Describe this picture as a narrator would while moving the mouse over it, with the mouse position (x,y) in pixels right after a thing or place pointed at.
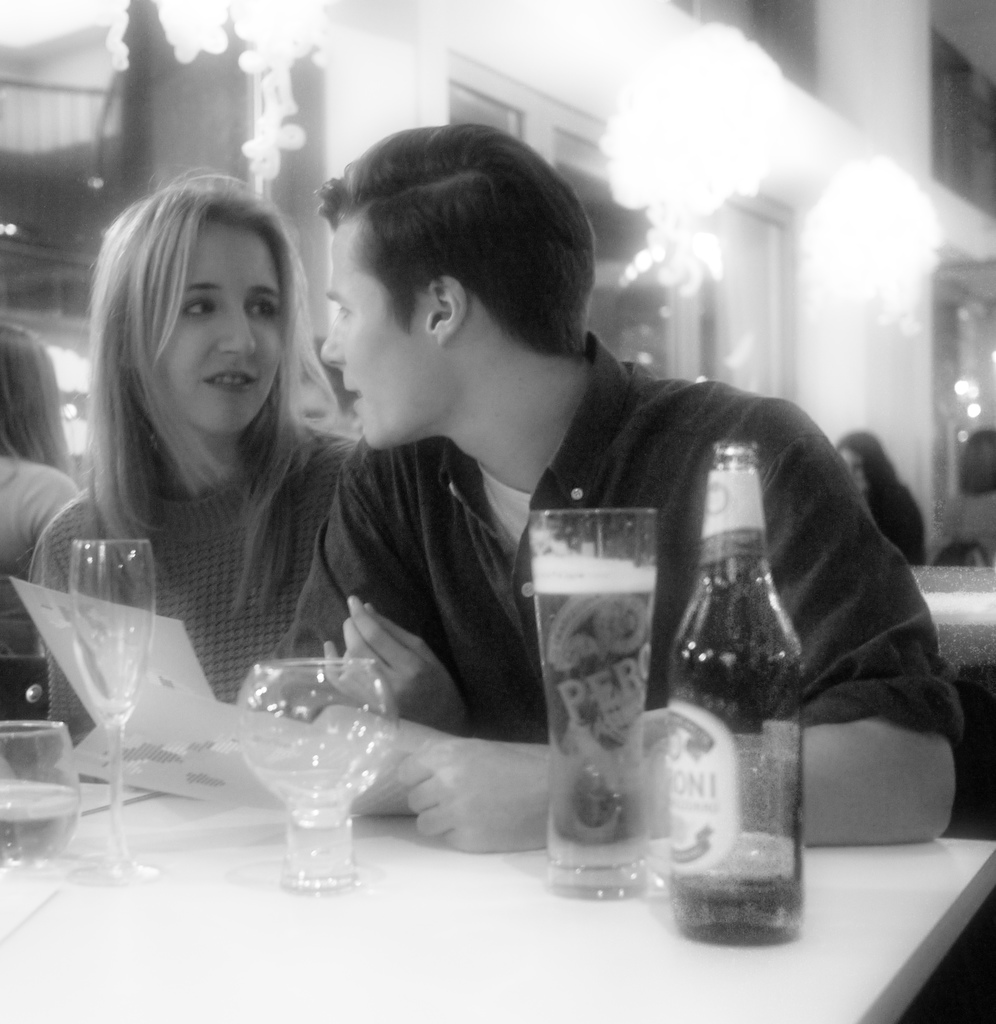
In this image I see a woman (260,289) and a man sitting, i can also see there are 4 glasses (615,563) and a bottle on the table (436,933). In the background (933,268) I see few people (20,554) and the lights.
